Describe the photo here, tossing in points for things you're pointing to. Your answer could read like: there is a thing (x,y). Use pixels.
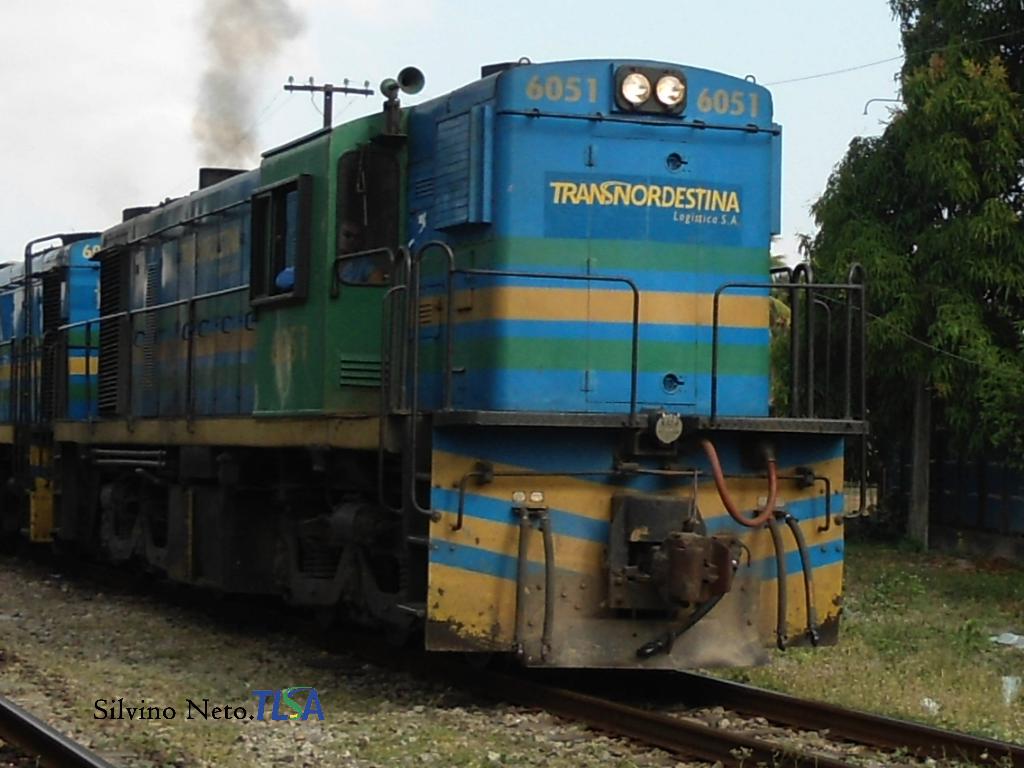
In this image there is a train (364,402) on a track (855,711), in the background (890,184) there are trees (917,211) and a sky (344,65), in the bottom left (252,692) there is text (277,699) and a track (24,736).
